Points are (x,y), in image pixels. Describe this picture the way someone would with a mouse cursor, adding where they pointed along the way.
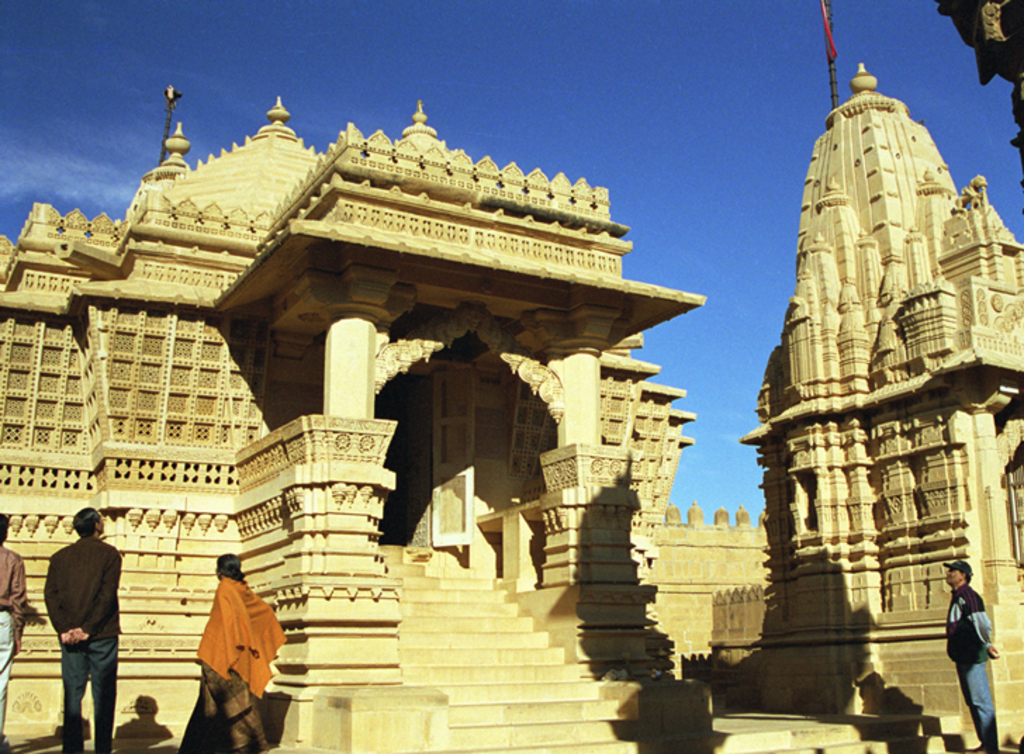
In this image there is the sky (299,72) truncated towards the top of the image (521,49), there is a temple (854,371) truncated, there are doors (448,449), there are staircase (484,631), there are persons (217,619) standing, there is a person (2,563) truncated towards the left of the image (17,636), there is an object (1017,37) truncated towards the right of the image (1003,53), there is a flag (829,47), there is a pole (833,63) truncated towards the top of the image (833,87).
